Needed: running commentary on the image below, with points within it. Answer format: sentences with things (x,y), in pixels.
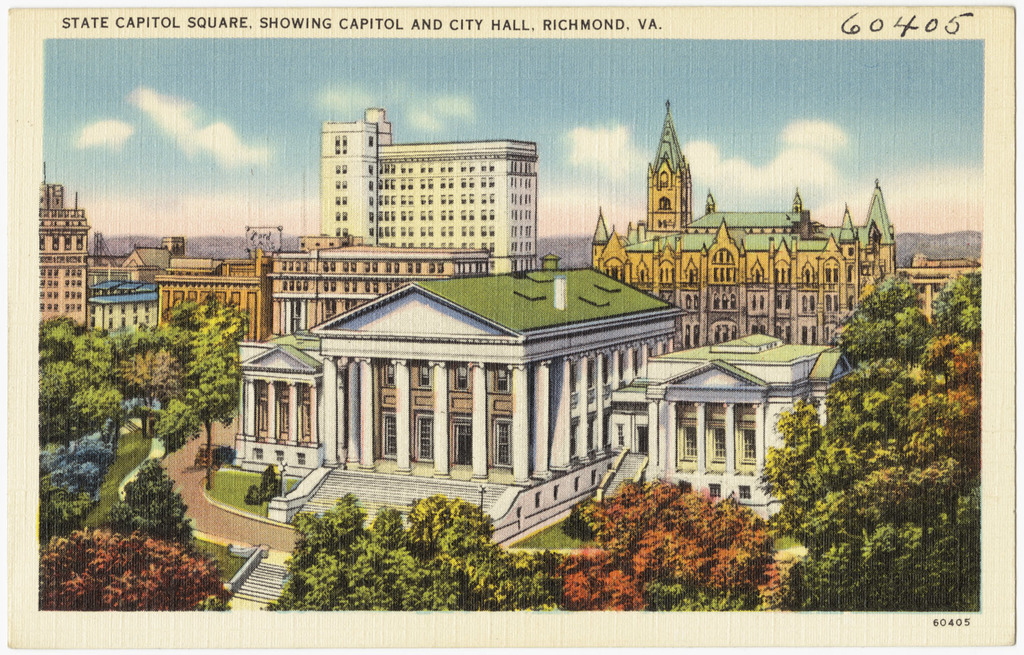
In this image, we can see some buildings (493,400) and trees (524,579). There are clouds (428,106) in the sky (264,106). There is a text (642,30) at the top of the image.
